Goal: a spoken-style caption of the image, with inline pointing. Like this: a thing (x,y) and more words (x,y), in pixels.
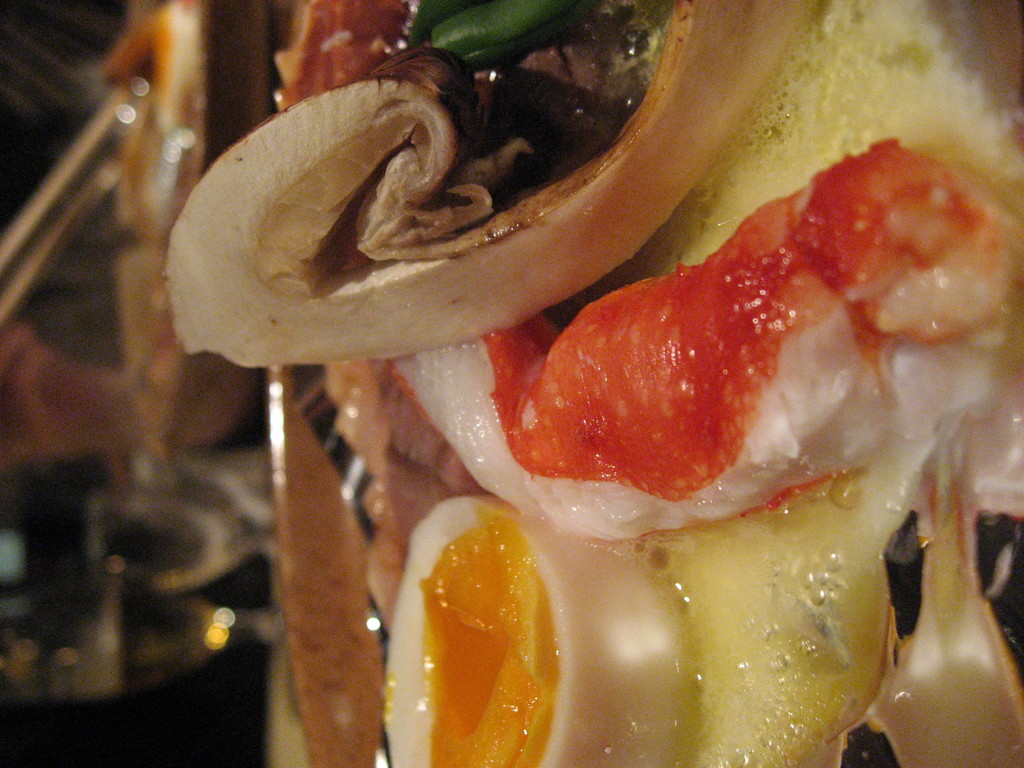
In this picture we can see some food items (589,519) and behind the food (395,649) there are glasses (123,593), chopsticks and some blurred objects (95,470).
